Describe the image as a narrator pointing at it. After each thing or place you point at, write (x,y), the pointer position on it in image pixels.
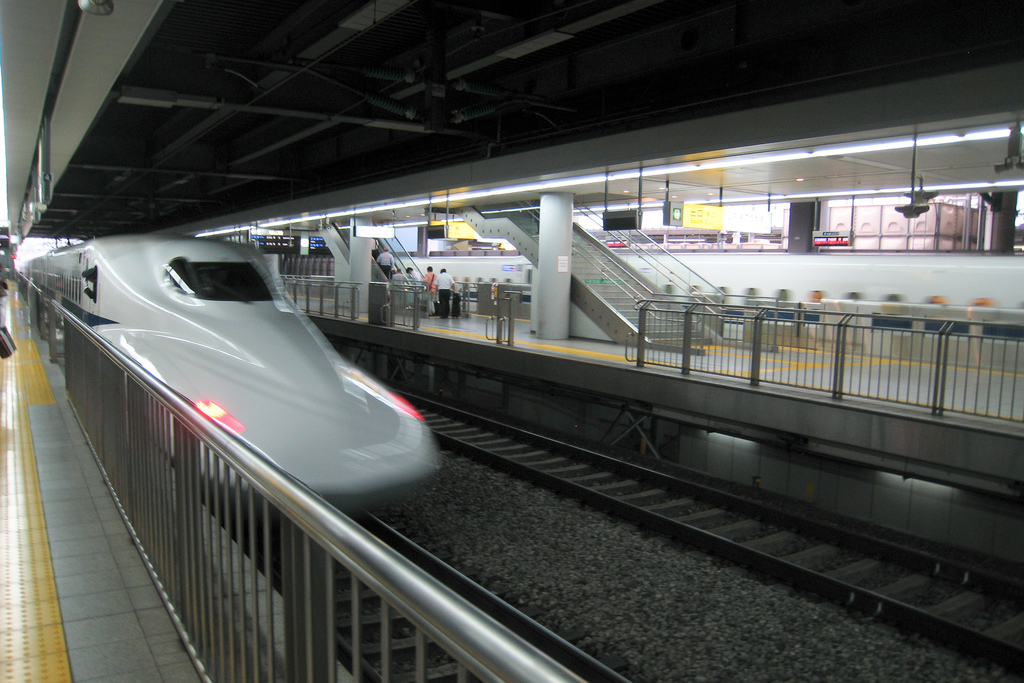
In this image we can see a metro train (392,456) is moving on the railway track (558,646). Here we can see the platform (84,531), steel railing (250,476), boards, people (428,292) moving on the escalator (617,277), staircase (592,285) and the lights (238,227) in the background (386,278).
